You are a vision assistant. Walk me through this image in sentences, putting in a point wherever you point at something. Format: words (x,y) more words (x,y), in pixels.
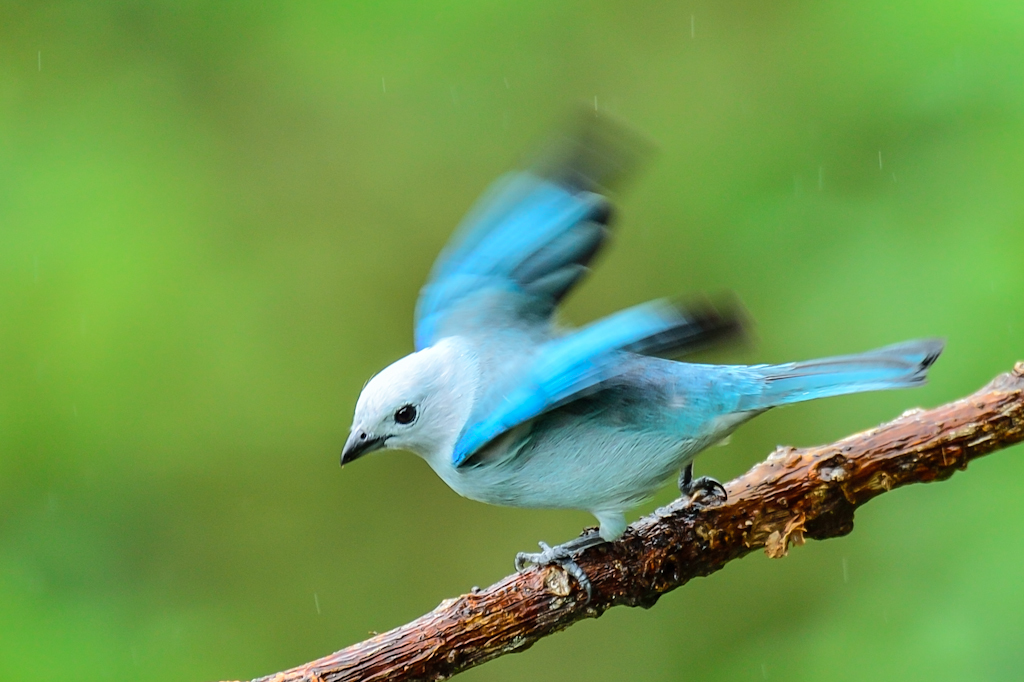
In this picture there is a bird (469,333) in the center of the image (533,324), on a stem (688,546).
